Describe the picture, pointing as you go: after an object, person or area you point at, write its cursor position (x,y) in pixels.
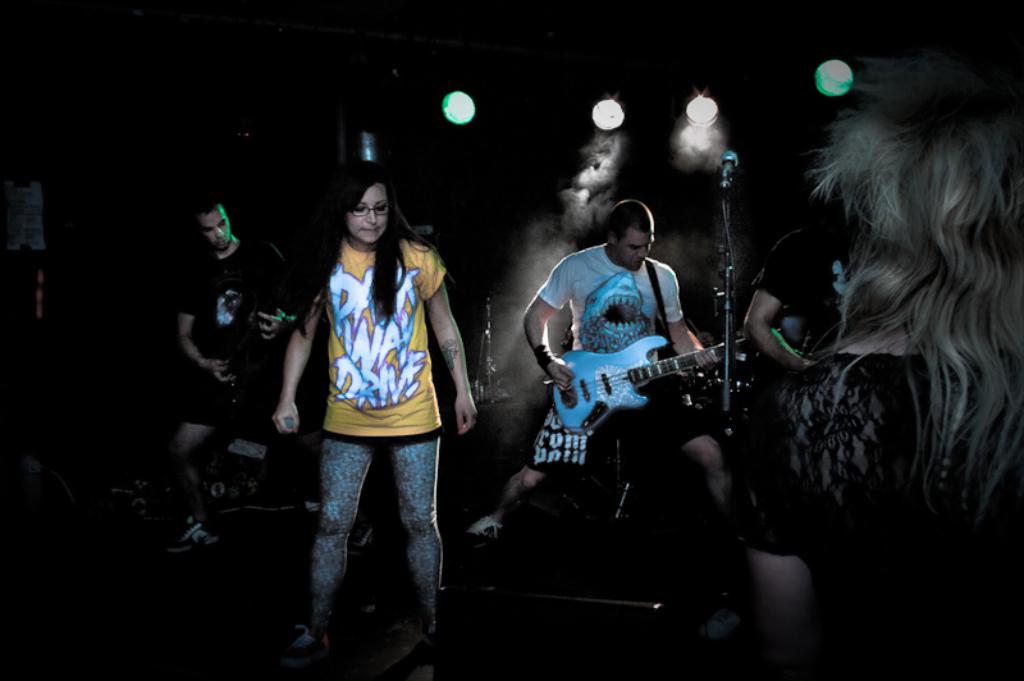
This picture they are five people (322,514), two are playing the guitar (625,367) and one of them is holding a microphone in her right hand (288,401), there are also disco lights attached to the ceiling (390,84).
